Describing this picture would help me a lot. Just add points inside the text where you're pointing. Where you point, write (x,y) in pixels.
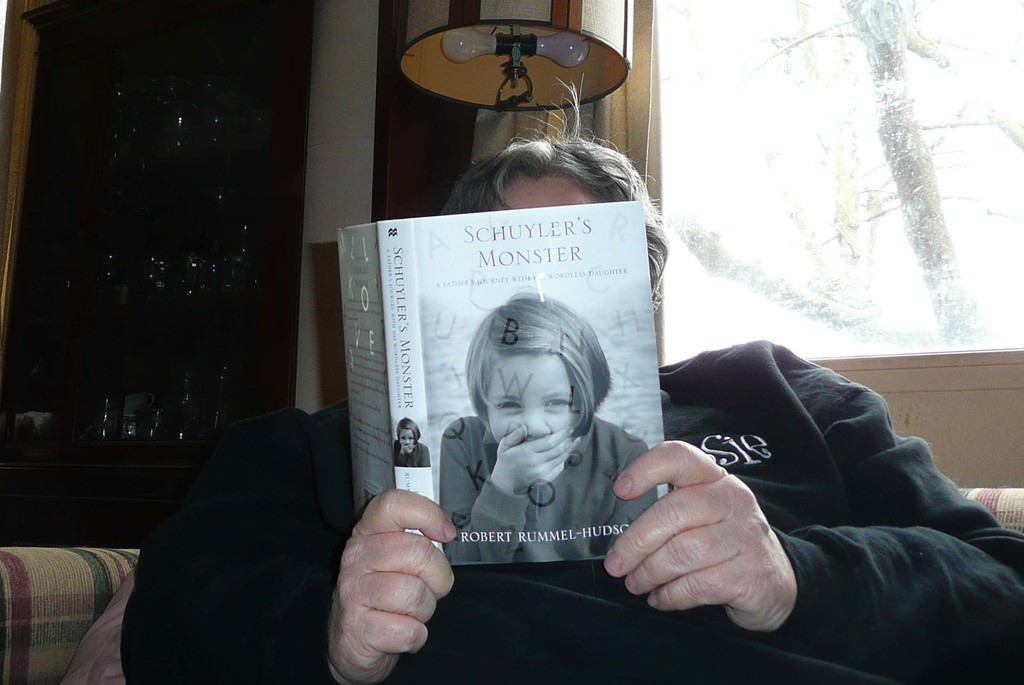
In the center of the image (487,331) we can see a person (571,590) holding the book (526,502) and on the book (483,442) we can see the human image (538,431) and also the text (538,256). In the background (177,125) we can see the glasses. We can also see the glass window (812,101) and behind the glass window (938,120) we can see the trees (889,100).
